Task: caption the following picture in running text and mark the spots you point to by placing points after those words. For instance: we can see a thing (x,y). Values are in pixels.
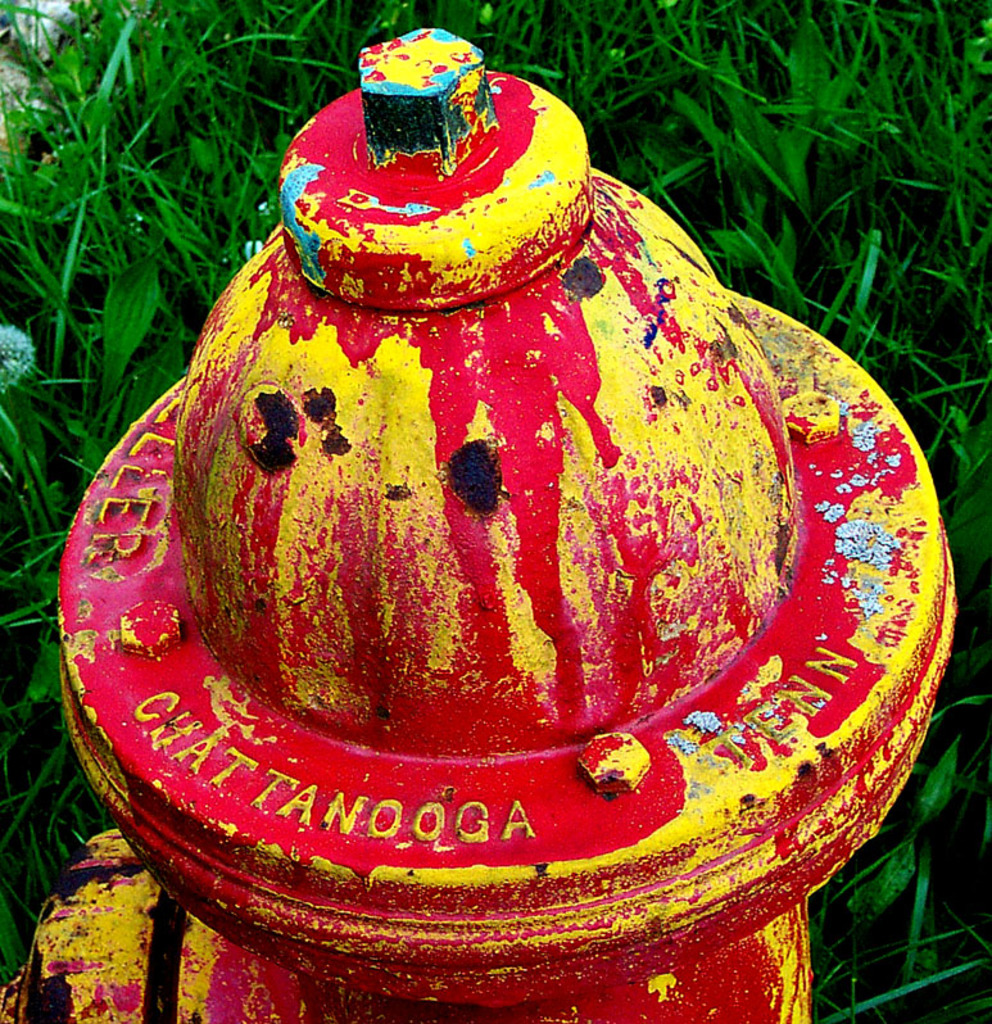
In this image I can see a metal dome like object (555,317) with nuts (622,792) and bolts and some text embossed on it with red and yellow paint (487,202) kept on the ground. I can see grass (774,117) behind the object (625,691).
